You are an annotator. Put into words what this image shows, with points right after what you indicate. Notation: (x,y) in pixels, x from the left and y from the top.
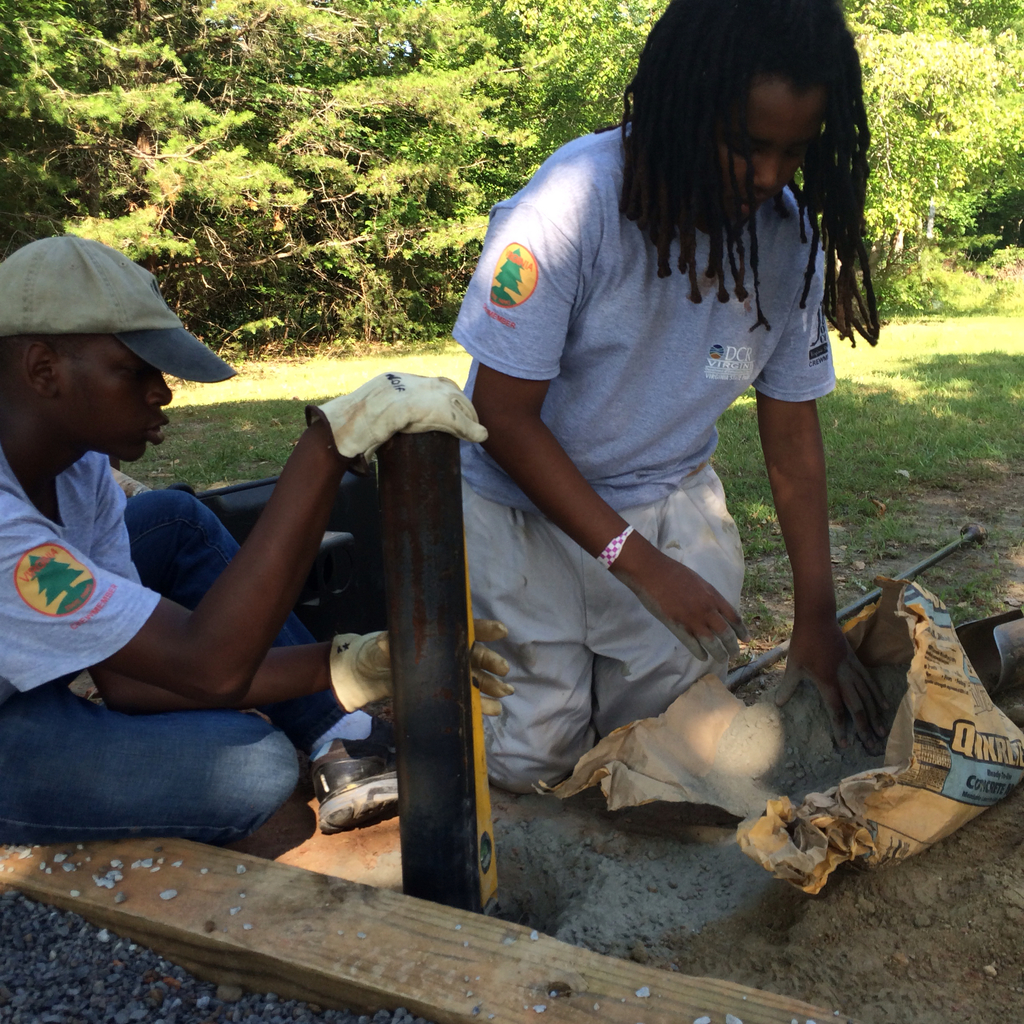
In the image on the left side (43,541) there is a boy (148,317) with a cap (130,345) on his head (113,441) is sitting and holding an object (415,765) in the hand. Beside him there is a person (603,298) and in front of that person (834,689) there is an object (816,721) and also there is a rod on the ground (969,594). At the bottom of the image (223,950) there is a wooden object (352,946) and also there are small stones (27,989). In the background (374,3) there are trees (374,3).
